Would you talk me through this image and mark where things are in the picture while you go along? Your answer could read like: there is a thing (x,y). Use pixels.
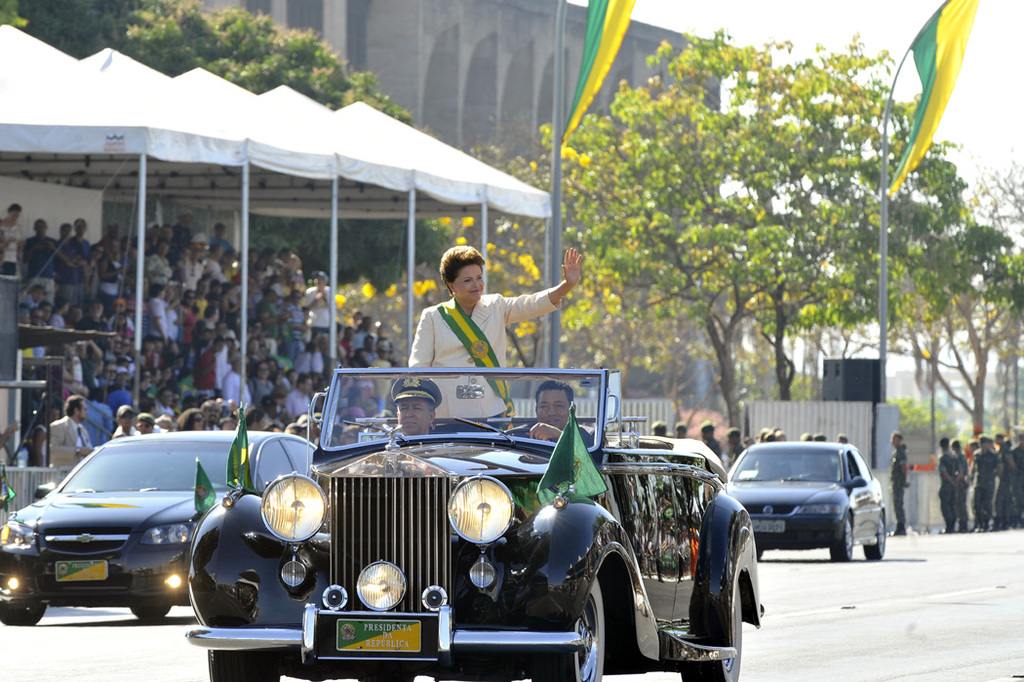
In the center of the image (454,453) we can see a vehicle (570,562) and there are people (553,427) sitting in the vehicle (450,458). We can see a lady (480,325) standing in the vehicle (490,427). In the background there are cars (860,515). We can see crowd (188,330). On the left (191,145) there are tents (318,163). In the background (496,96) there are flags (940,102), poles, building (448,71), trees (177,25) and sky (910,40).
